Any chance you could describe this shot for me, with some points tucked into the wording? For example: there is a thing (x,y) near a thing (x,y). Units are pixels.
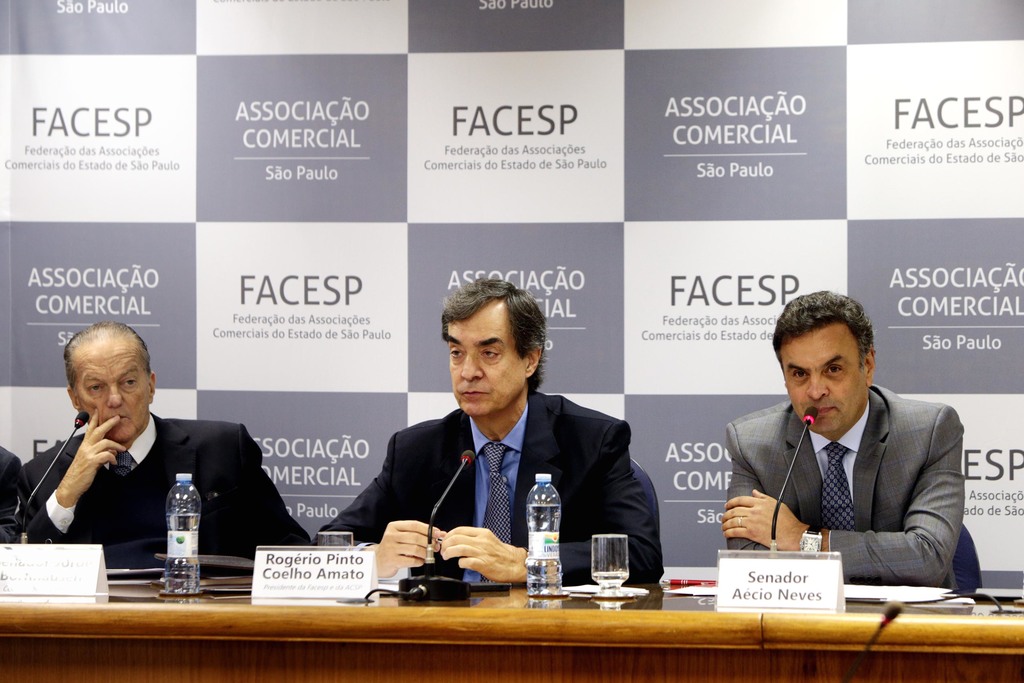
In the foreground of the image (183,591) we can see a table (240,657) on which water bottle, glass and some objects (110,570) are there on it. In the middle of the image (525,441) we can see three persons (811,389) are sitting on the chairs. On the top of the image (219,58) we can see a poster (408,142) on which some text (574,145) was written.
